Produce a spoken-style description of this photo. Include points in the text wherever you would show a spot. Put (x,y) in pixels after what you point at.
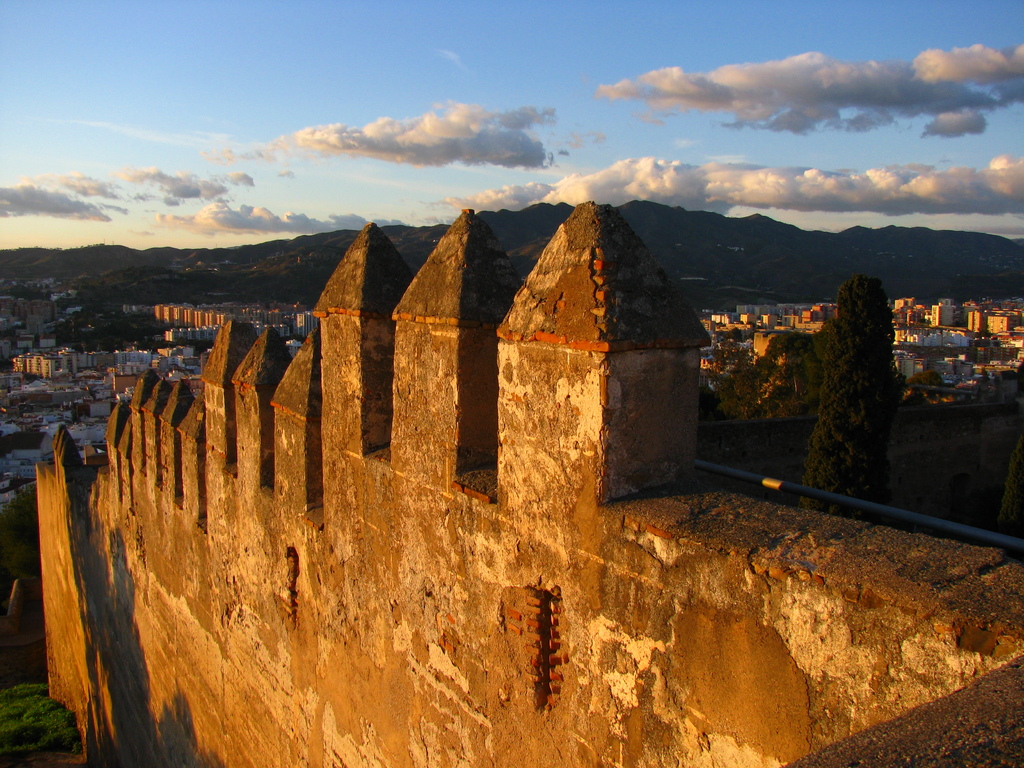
In this picture we can see a few bricks (531,605) on a wall (485,620). There is a rod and a tree (879,380) visible on the right side (871,473). We can see a few buildings (111,376) from left to right. There are some trees (135,296) and mountains (506,217) are visible in the background (927,265). Sky (534,73) is blue in color and cloudy.
